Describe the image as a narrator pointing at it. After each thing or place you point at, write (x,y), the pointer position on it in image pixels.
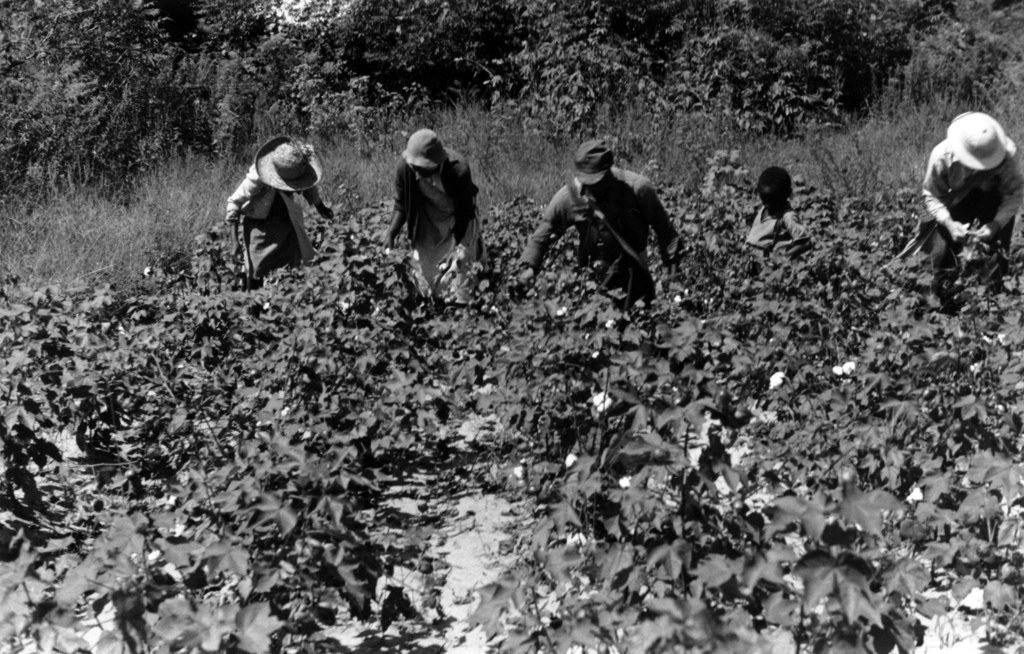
In this picture we can see some plants (530,467) from left to right. Few people (265,217) are visible among the plants (144,275). We can see some trees (605,121) in the background (254,1).
